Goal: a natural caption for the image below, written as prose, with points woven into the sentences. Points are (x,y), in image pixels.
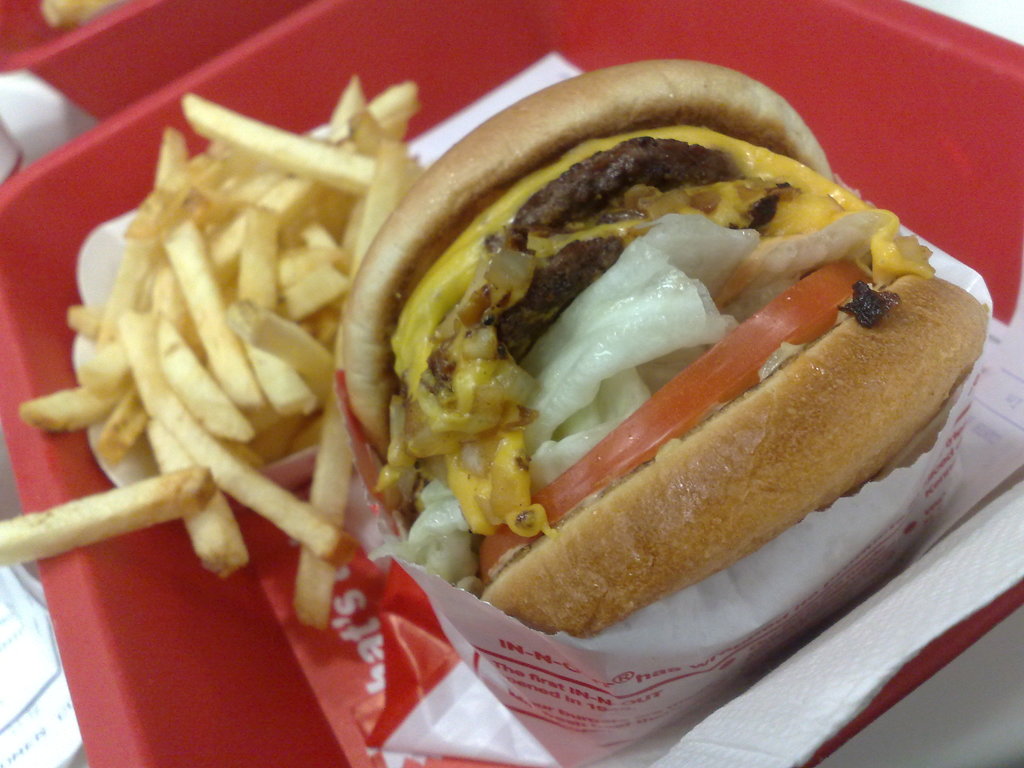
In this image there is the food (317,338) in the plate (221,735). In the center (414,490) there is a burger (379,418) wrapped in the paper (549,725). Beside it there are french fries (151,292).
